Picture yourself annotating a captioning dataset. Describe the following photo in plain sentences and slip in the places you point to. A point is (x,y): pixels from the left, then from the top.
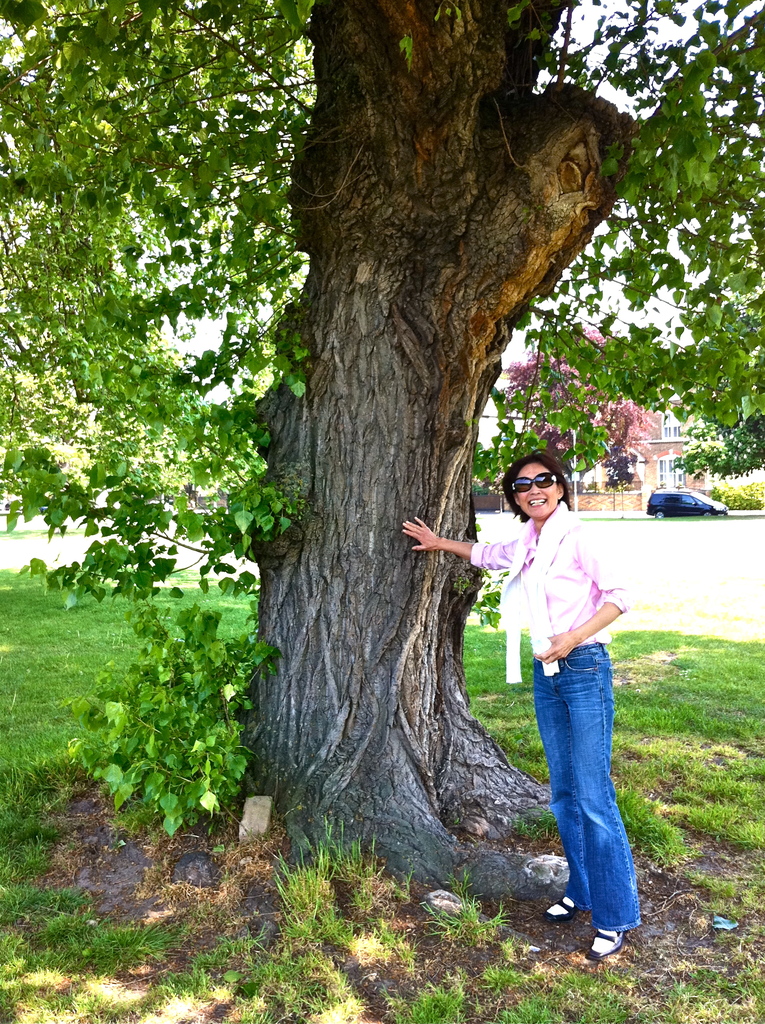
In this picture there is a woman (530,472) who is wearing goggles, shirt (560,570), jeans (591,813) and shoes (598,937). She is standing near to the tree (394,701). In the background (667,497) I can see the car (688,500) which is parked in front of the building (663,479). Beside I can see the plants (757,485) and road (634,515). On the left (12,695) I can see the green grass (46,601).
